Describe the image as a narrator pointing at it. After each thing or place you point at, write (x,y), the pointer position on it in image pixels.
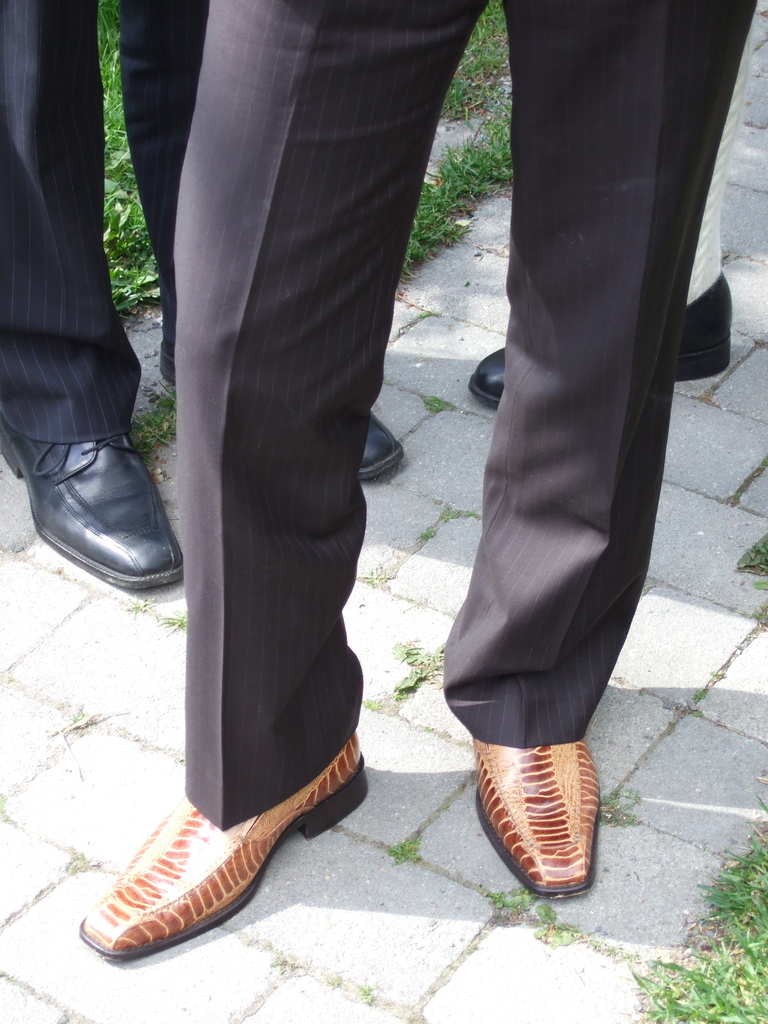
In this image I can see few persons legs (274,347). I can see shoes (71,464) and they are in brown and black color. I can see a green grass (734,922).
